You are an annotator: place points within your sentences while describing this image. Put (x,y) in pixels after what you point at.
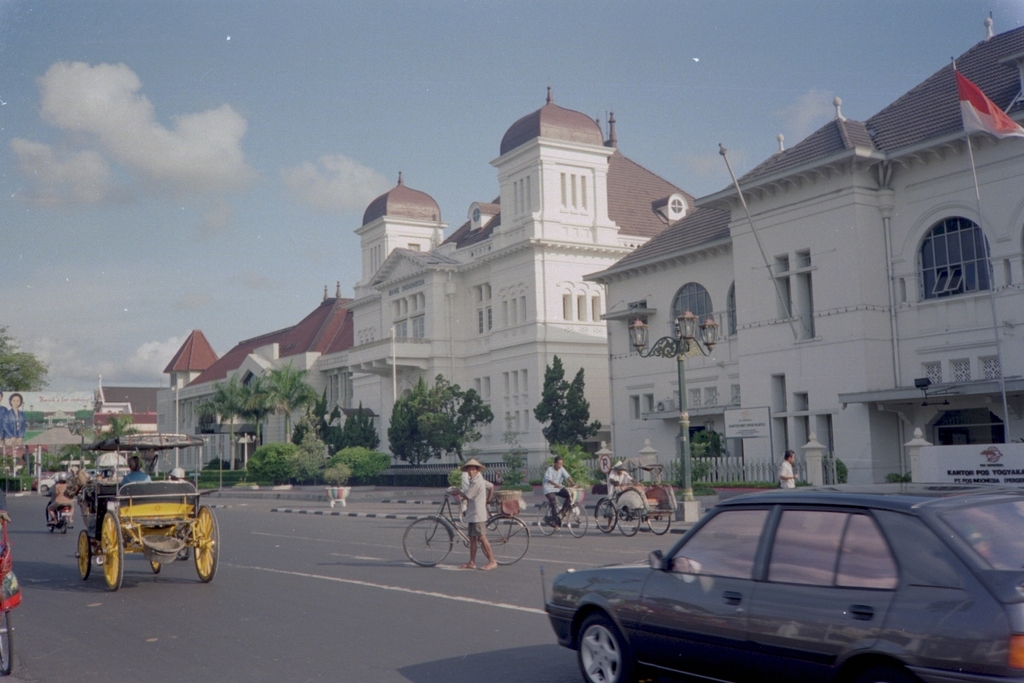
On the right side (792,561) a car (792,561) is moving on the road (613,552), in the middle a person (485,482) is crossing the road (511,573) with the cycle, there are buildings (529,433) and trees (415,458) in this. On the left side (89,516) a cart (101,526) is moving on the road (184,586). At the top (141,173) it is the sky (219,177).
